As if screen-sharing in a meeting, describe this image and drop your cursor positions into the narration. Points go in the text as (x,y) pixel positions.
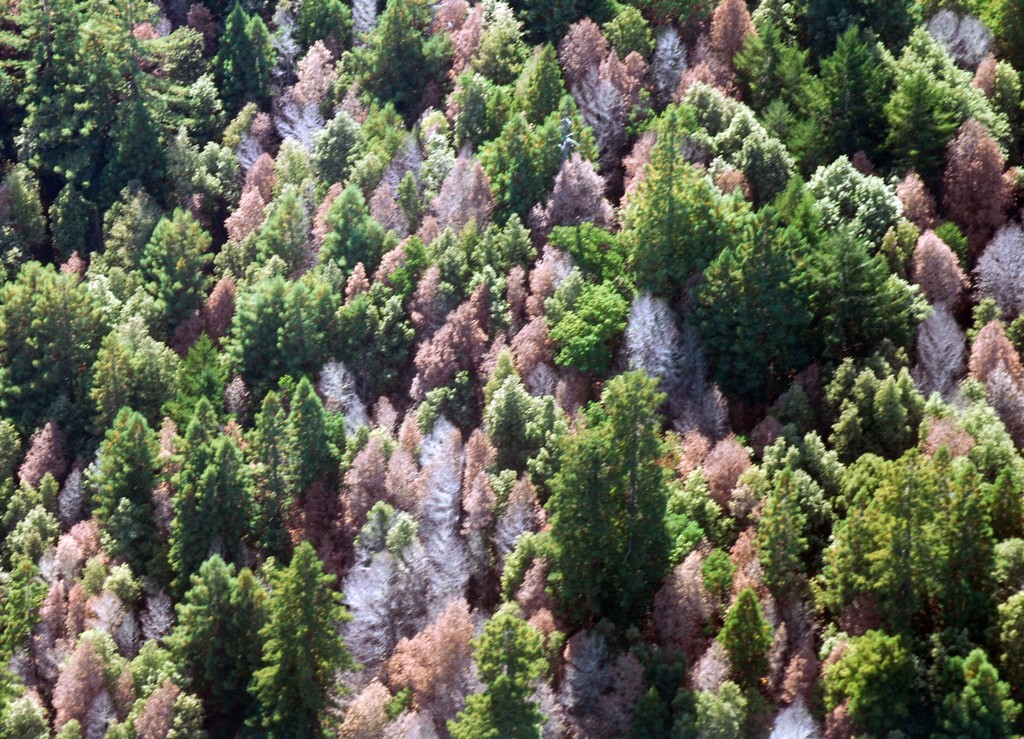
In this image we can see so many different colors of trees (458,345).
